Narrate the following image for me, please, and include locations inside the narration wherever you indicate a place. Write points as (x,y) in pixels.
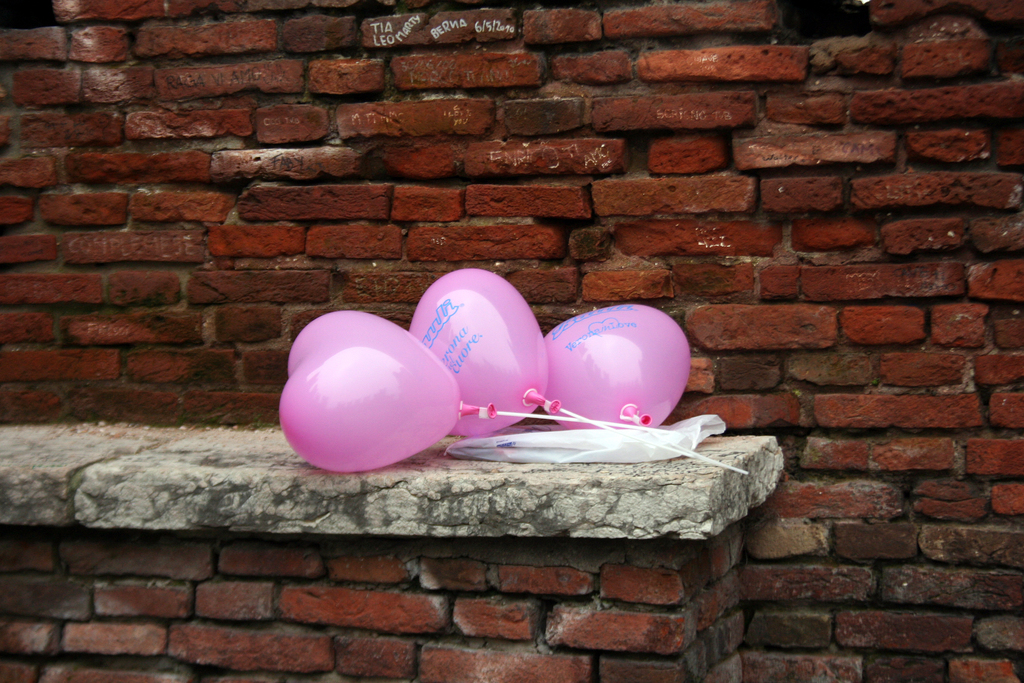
In this picture there are balloons (458,322) and there is a cover (611,443) on the wall (736,453) and there is text (619,312) on the balloons (555,332). At the back (699,171) there is a building (374,76) and there is a text (439,31) on the wall (457,25).
